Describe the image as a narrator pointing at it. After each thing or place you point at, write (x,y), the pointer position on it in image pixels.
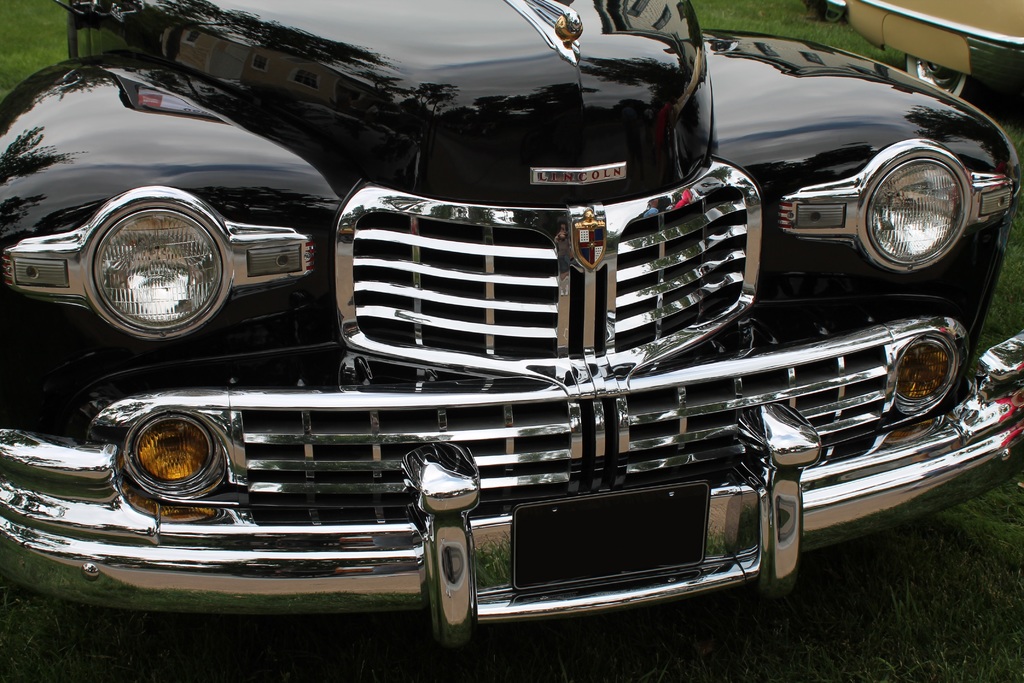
In this picture there is a car (185,319) in the center of the image (504,415), which is black in color and there is grassland (424,627) at the bottom side of the image (542,647), there is another car (870,5) in the top right side of the image (838,16).
